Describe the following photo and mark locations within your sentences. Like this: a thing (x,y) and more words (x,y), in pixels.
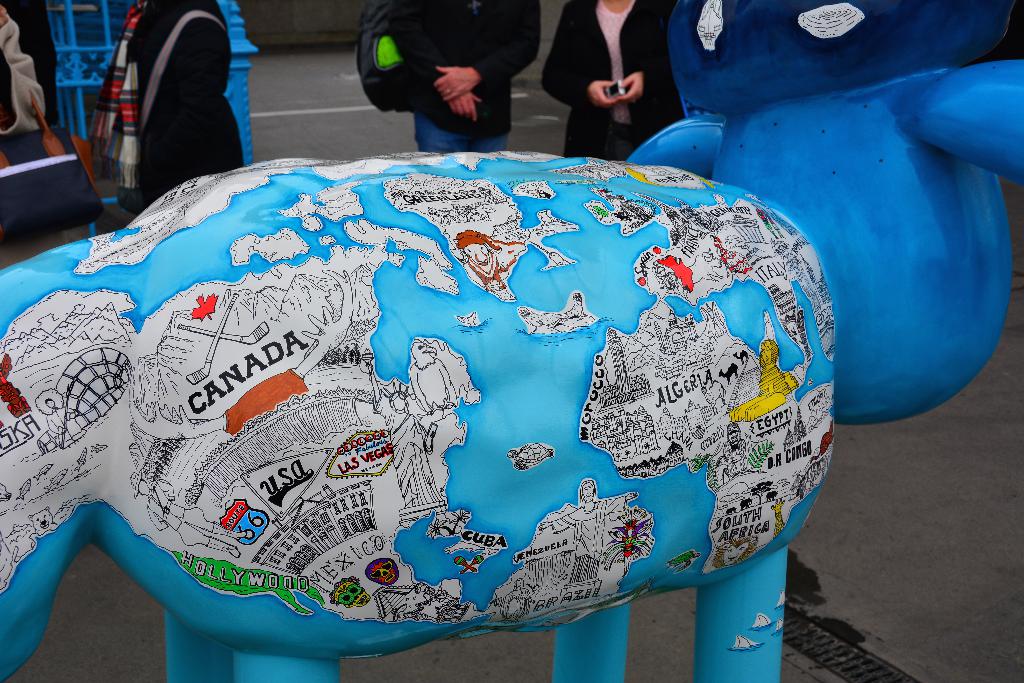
In this image, we can see persons (613,38) whose faces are not visible wearing clothes (636,71). There is a statue (622,366) in the middle of the image (494,455).
